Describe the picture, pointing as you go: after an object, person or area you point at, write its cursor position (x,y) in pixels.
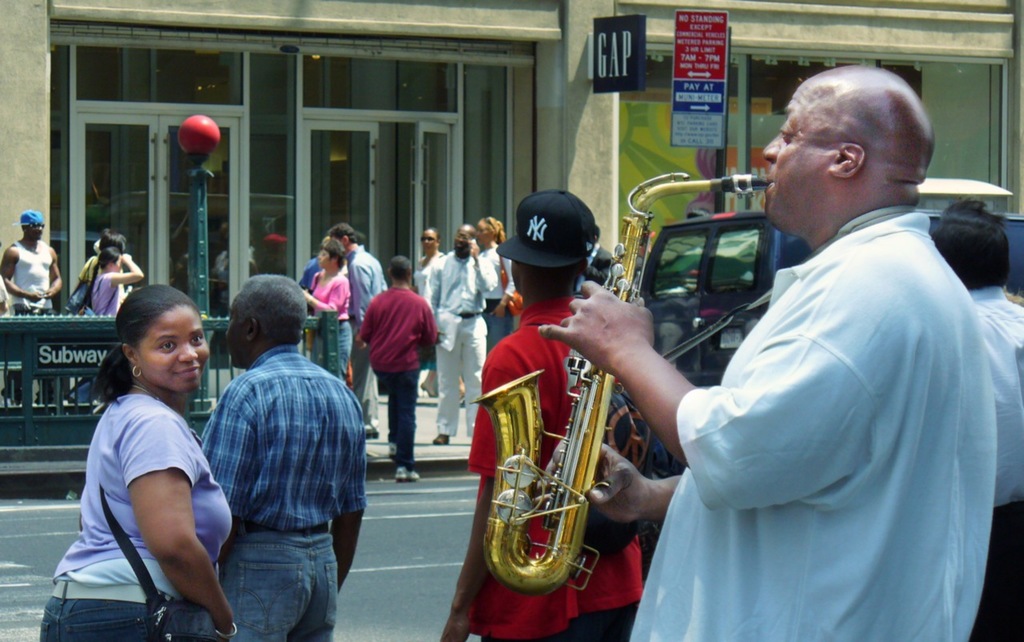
In this image, I can see groups of people (376,269) standing and a person (877,534) playing a saxophone (564,531). On the right side of the image (696,367), I can see a vehicle (730,340), which is behind the people (797,304). In the background (363,113), there are buildings (758,38) and name boards (597,30).
